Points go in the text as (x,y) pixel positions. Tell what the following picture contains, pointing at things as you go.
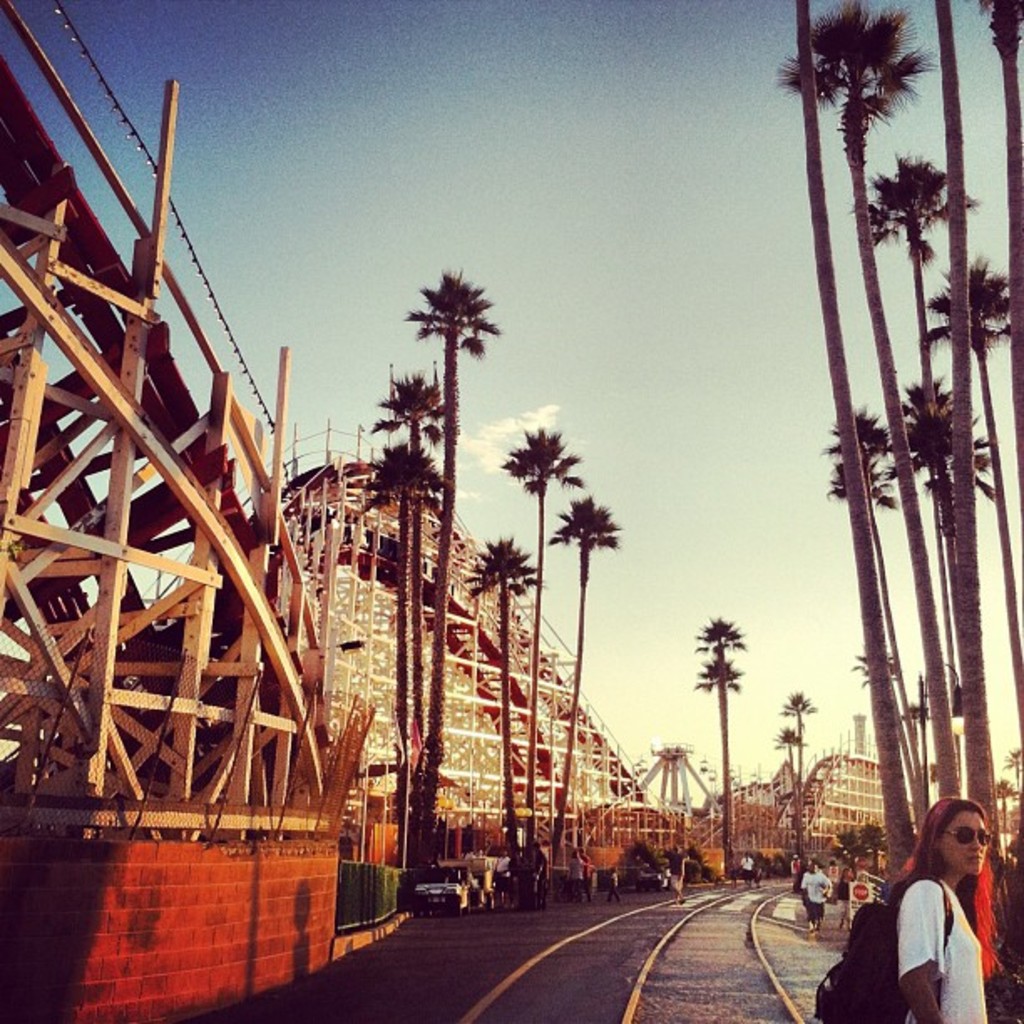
In this image I can see towers (60,652), trees (797,698) and the sky (589,166), on the road (523,1013) I can see railway track (749,910) and vehicles (467,869) and persons (794,857) walking on the road (787,972).
